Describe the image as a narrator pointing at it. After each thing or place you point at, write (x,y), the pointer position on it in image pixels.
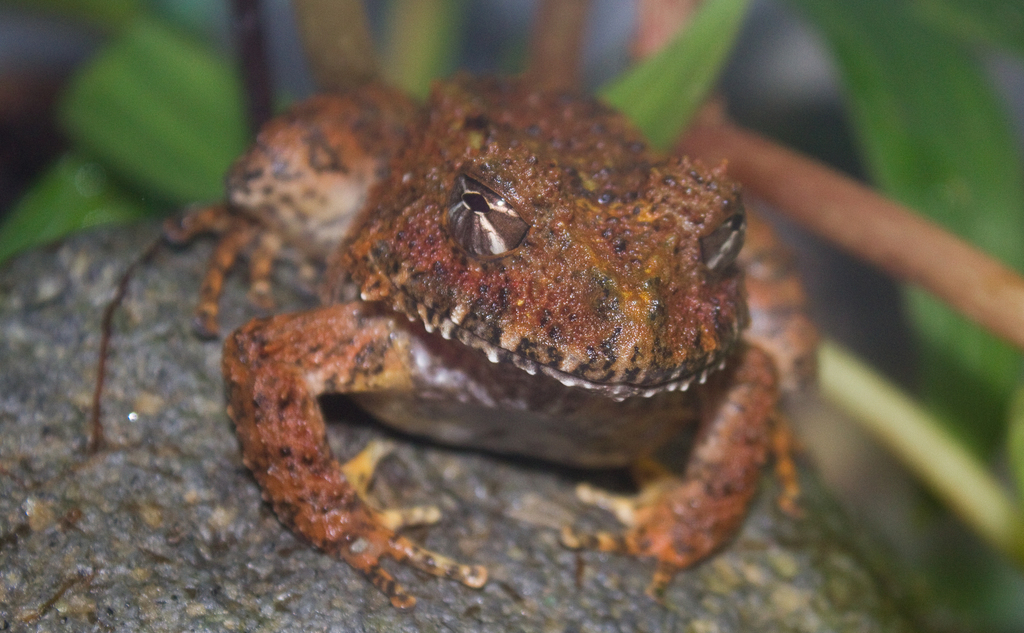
In this image I can see a frog (701,323) in brown color, behind this there are leaves (837,71).
